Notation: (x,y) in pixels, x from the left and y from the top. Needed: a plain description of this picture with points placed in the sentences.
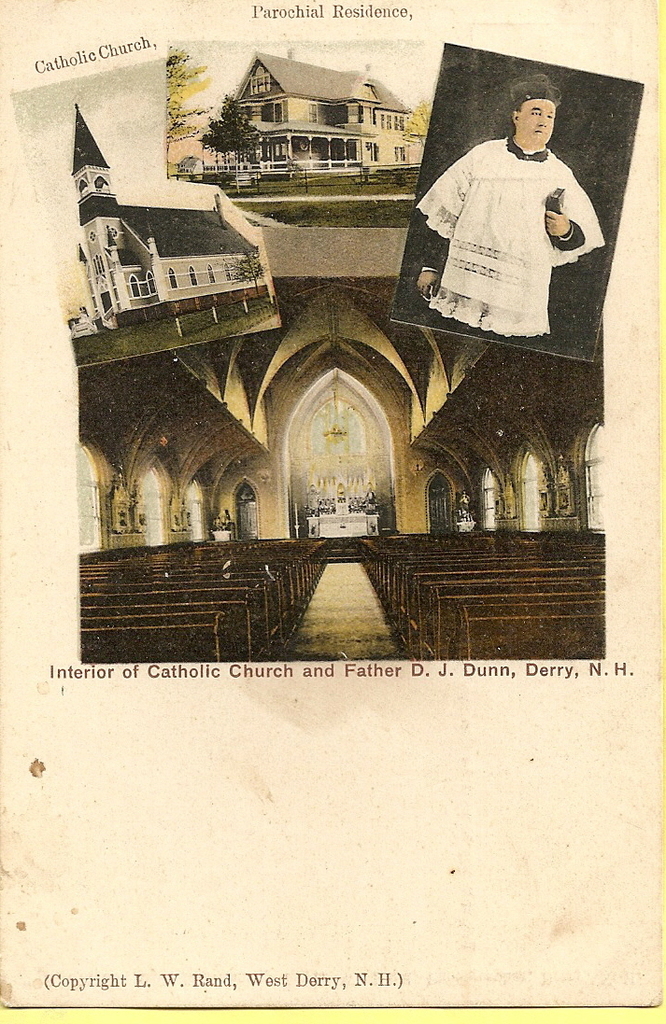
In this picture we can see a paper (444,915), on this paper (227,728) we can see photos (319,360) of buildings (337,135), a person (522,188) and some text (188,975).
